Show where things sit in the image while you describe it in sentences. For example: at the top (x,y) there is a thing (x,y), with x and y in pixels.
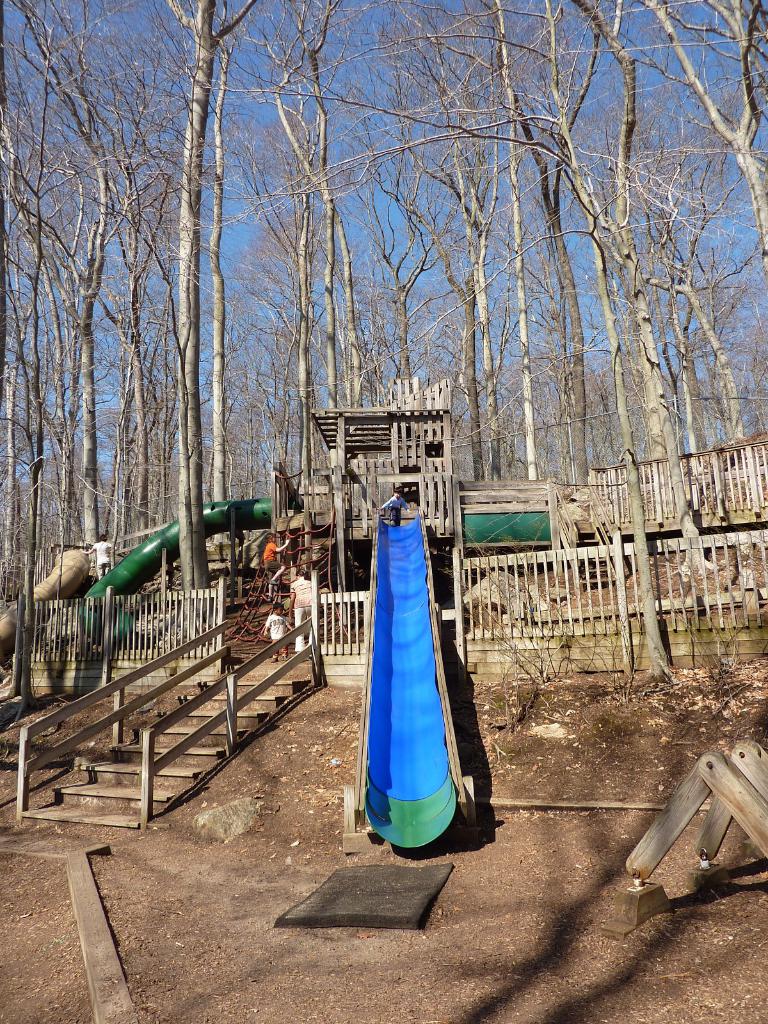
In this image we can see trees (158,198), sky (33,170), wooden house (364,471), wooden fences (170,621), staircase (119,787), railings (210,657), children (401,509) and a slide (385,671).
